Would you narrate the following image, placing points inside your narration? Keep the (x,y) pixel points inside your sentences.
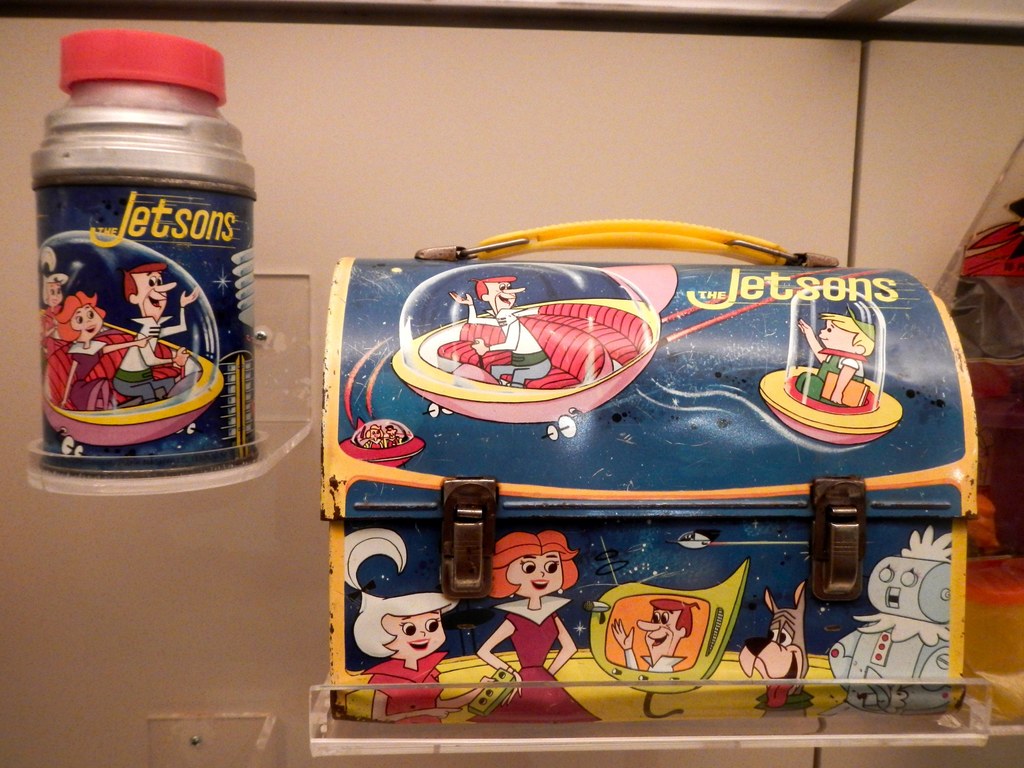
In this image we can see a metal box (476,559). We can also see a metal bottle (212,361) beside it.
